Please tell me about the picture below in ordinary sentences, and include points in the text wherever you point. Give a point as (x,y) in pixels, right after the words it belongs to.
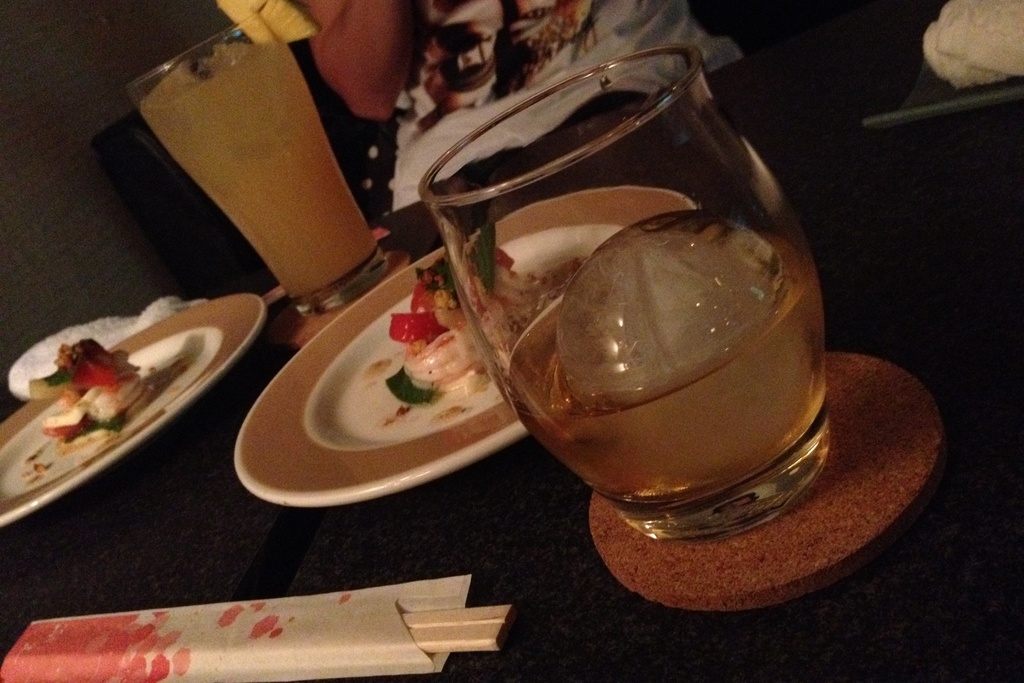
In this picture we can see table (205,580) and on table (330,513) we have plates (372,414) with food (120,370) in it, glass (198,80) with drink (745,363) in it, sticks (474,623) and in background (739,26) we can see it as dark.
